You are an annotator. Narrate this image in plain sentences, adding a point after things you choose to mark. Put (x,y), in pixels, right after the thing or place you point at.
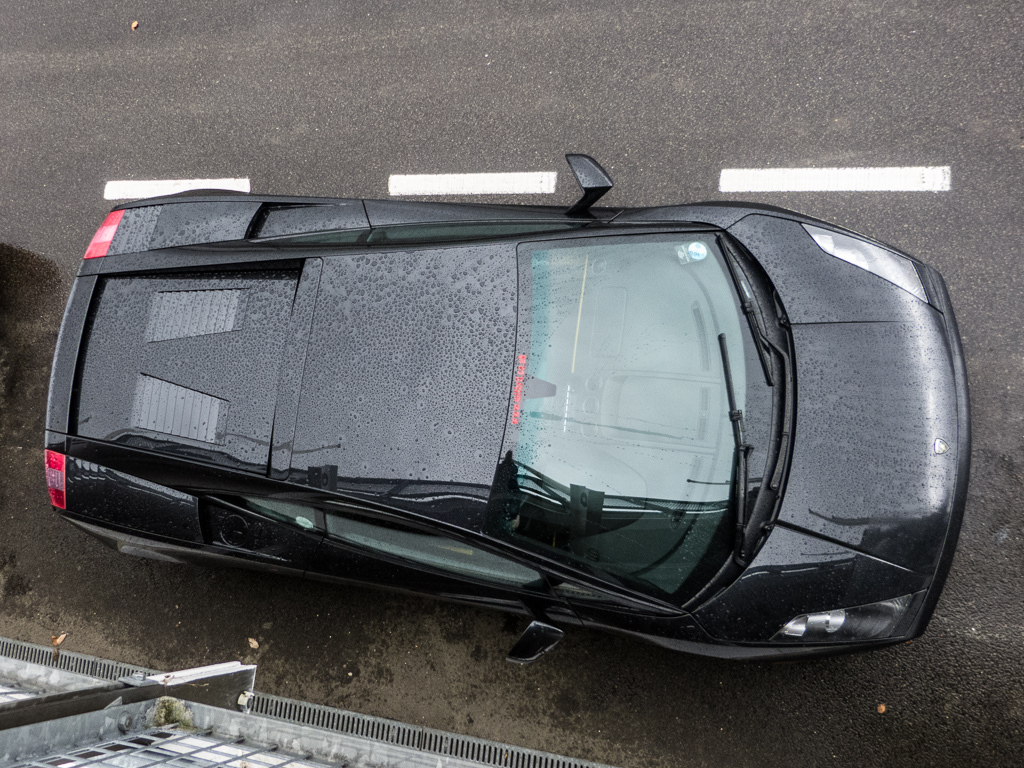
In this image we can see the top view of the black color car (321,524) kept on the roads (827,144) on which we can see the dew (398,409). Here we can see the wall (322,733) of a building (322,733).
